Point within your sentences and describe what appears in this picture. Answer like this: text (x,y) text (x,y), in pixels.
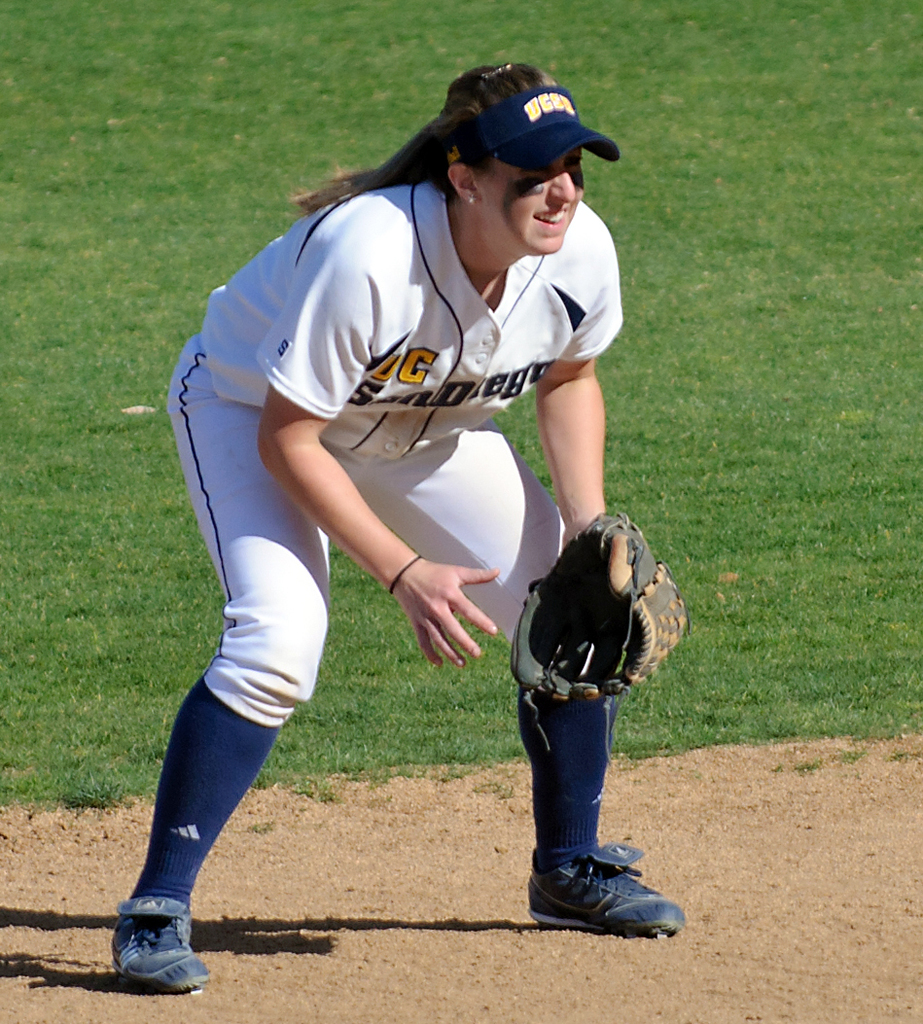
In this image we can see a woman (408,263) is standing. She is wearing white color t-shirt (457,356), track (268,594), blue socks (211,809), cap (527,146) and holding gloves (606,622). Behind her grassy land (167,415) is present. Bottom of the image (758,970) land (533,970) is there.
